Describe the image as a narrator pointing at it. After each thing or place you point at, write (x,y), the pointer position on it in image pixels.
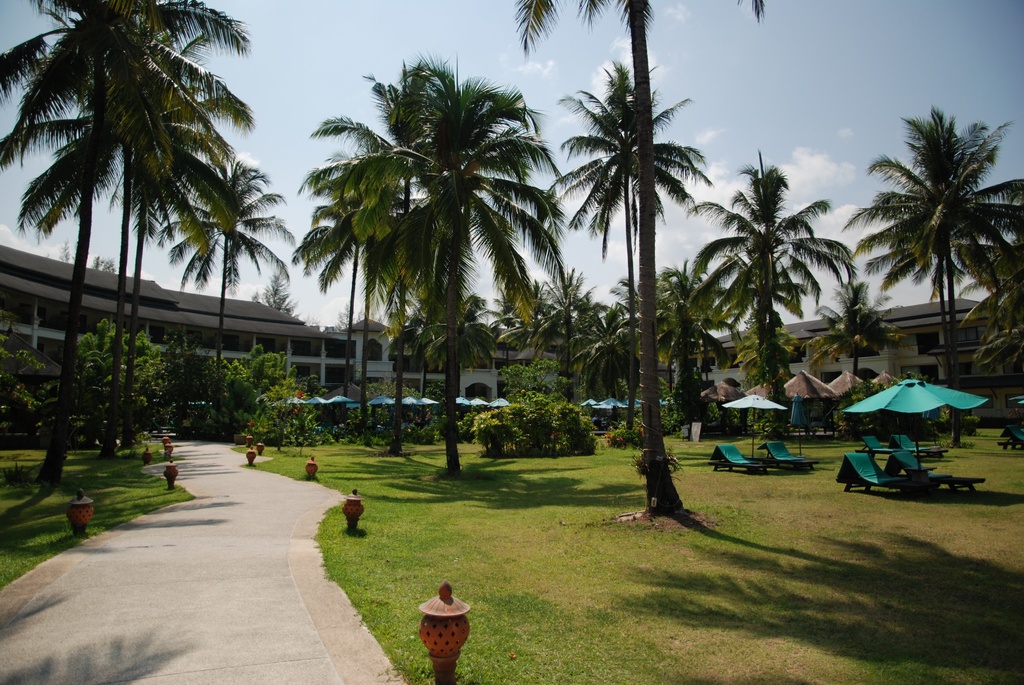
In this image I can see the road (233,574) and the ground (572,578). To the right (744,465) I can see the tents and the beach-beds (858,478). In the background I can see many trees (138,400), buildings (319,342), clouds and the sky (428,52).
